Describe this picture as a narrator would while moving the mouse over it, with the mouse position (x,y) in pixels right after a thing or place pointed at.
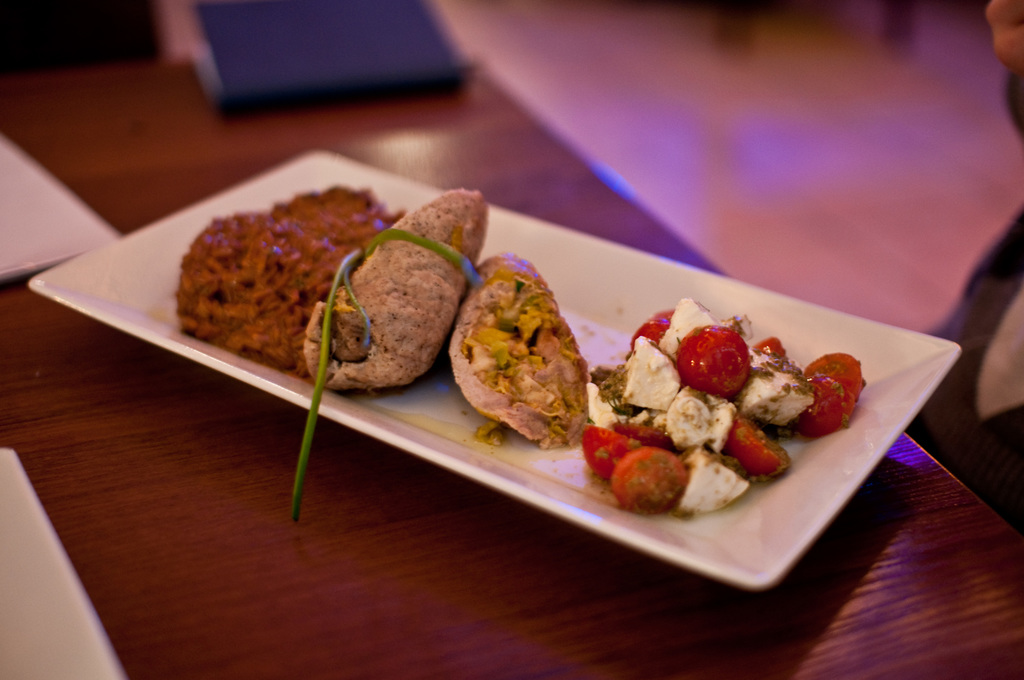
There is a food item (503,338) kept in a white color plate (617,304) as we can see in the middle of this image (488,364) and this plate (624,314) is present on a wooden surface (371,528). We can see a floor (884,215) at the top of this image (813,148).
